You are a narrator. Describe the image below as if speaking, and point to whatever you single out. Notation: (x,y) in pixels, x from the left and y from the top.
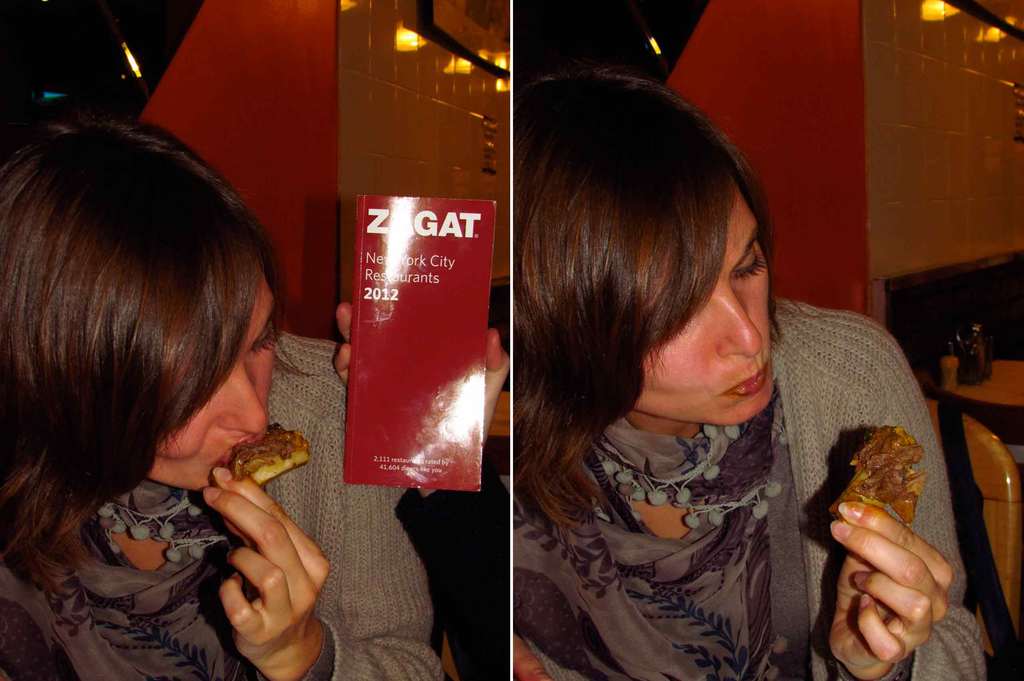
In this picture we can see collage frames. On the right (851,430) there is a woman (764,391) who is holding the meat (870,472). On the left (330,456) we can see women (78,428) who is eating his meat (264,441), beside her we can see a person's hand (491,352) who is holding the red book (459,365). On the top right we can see a table (1023,364), water jug (976,379) and chair (951,403).
